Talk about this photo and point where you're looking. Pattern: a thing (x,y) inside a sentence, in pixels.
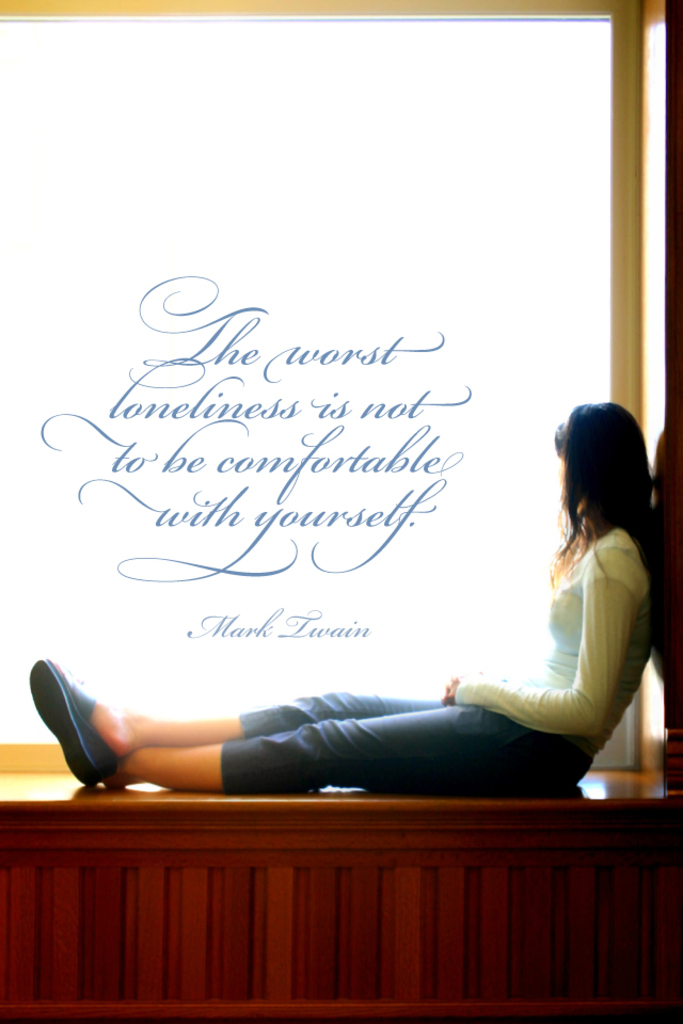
In this image in the front (429,737) there is a person (476,729) sitting on the bench (333,809) and there is some text (243,360) written on the image.
